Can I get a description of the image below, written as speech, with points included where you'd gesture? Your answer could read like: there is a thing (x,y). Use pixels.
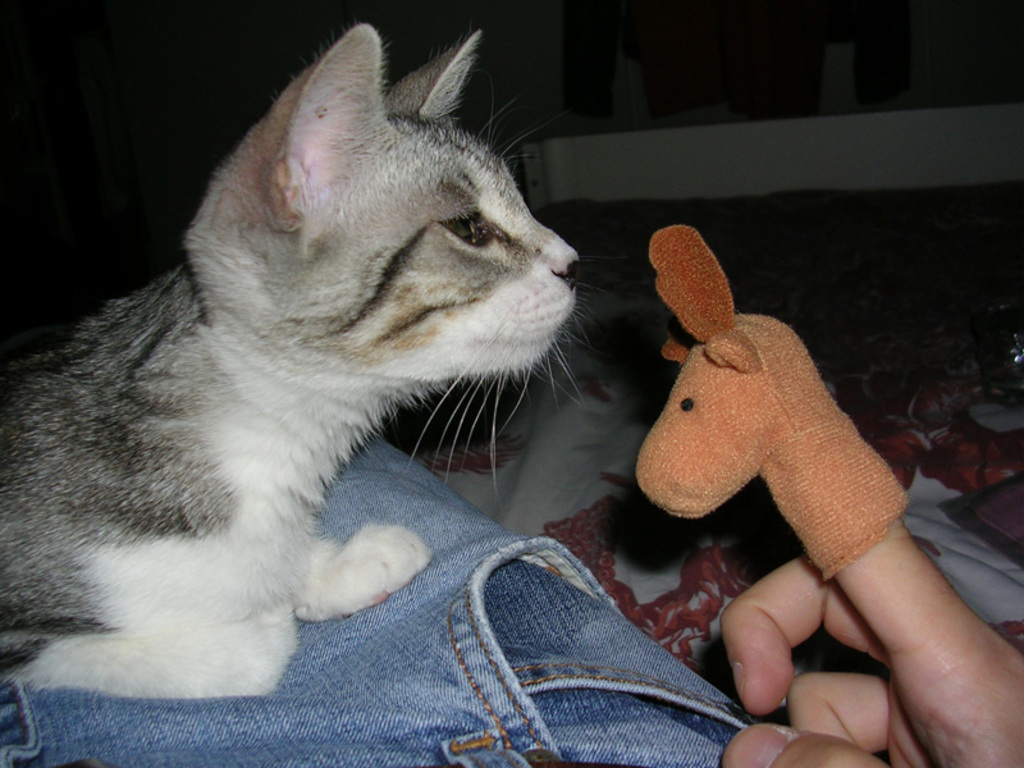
In this image there is a person (44,747) lying on the bed (654,527) and he is wearing a some object (733,415) in his hand (878,704). There is a cat (361,580) sitting on the person (337,653). In the background of the image (817,14) there is a jacket (702,32) on the hanger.
